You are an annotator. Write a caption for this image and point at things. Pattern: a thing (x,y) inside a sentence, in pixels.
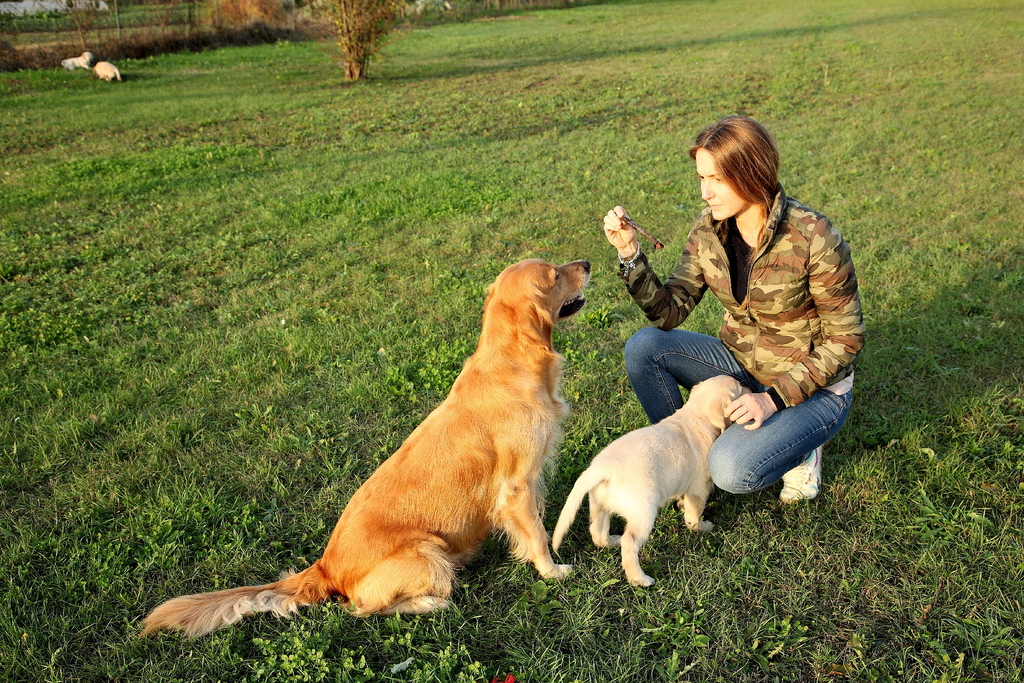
In this image we can see a lady (763,359) sitting and two dogs (627,492) in front of her.
